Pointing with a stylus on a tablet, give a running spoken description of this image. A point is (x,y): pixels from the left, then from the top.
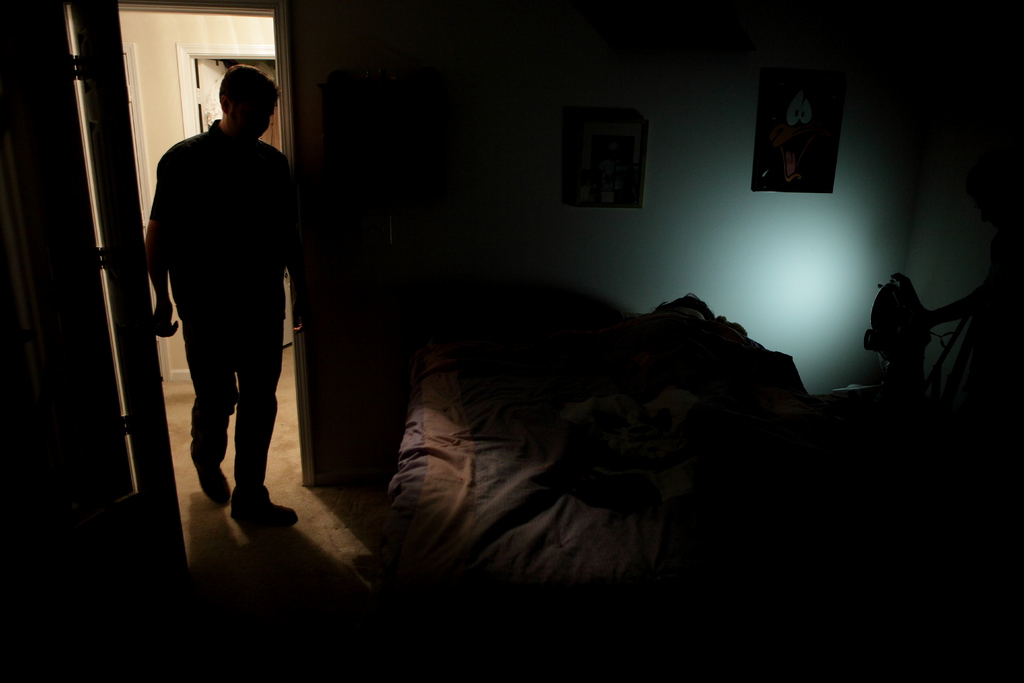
In the image on the left side (119,108) there is a door (157,480). Beside the door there is a man (229,246) standing. Behind him there is a room (187,99) with light (195,26). On the right side of the image (708,367) there is a bed (629,415) with blankets (608,384). On the right corner of the image (991,393) there is a person (991,360) standing. In the background (942,324) there is a wall (594,279) with frames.
